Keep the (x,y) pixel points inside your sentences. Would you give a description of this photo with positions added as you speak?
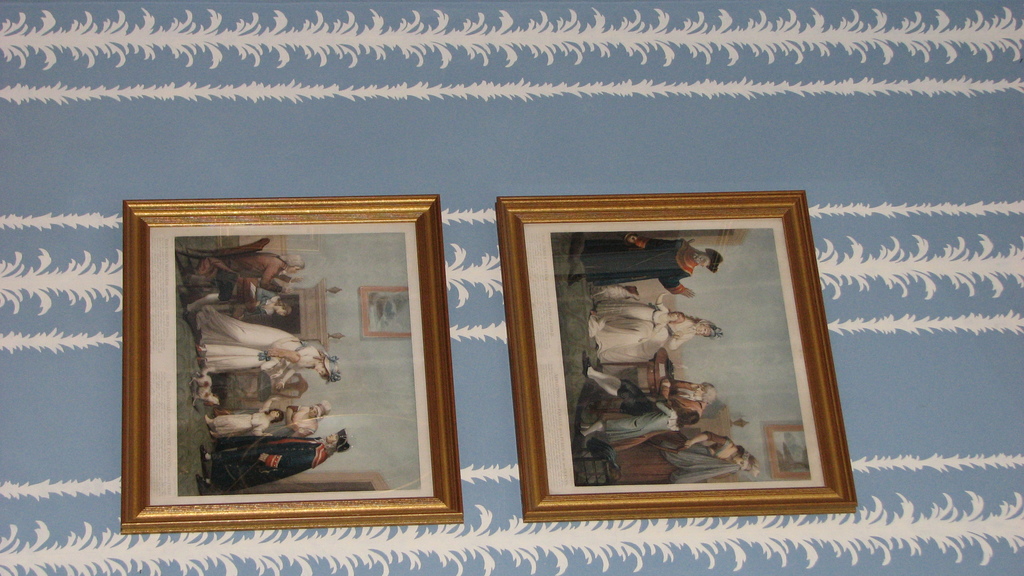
In this image, we can see two photo frames (444,273) on the wall (686,562).
